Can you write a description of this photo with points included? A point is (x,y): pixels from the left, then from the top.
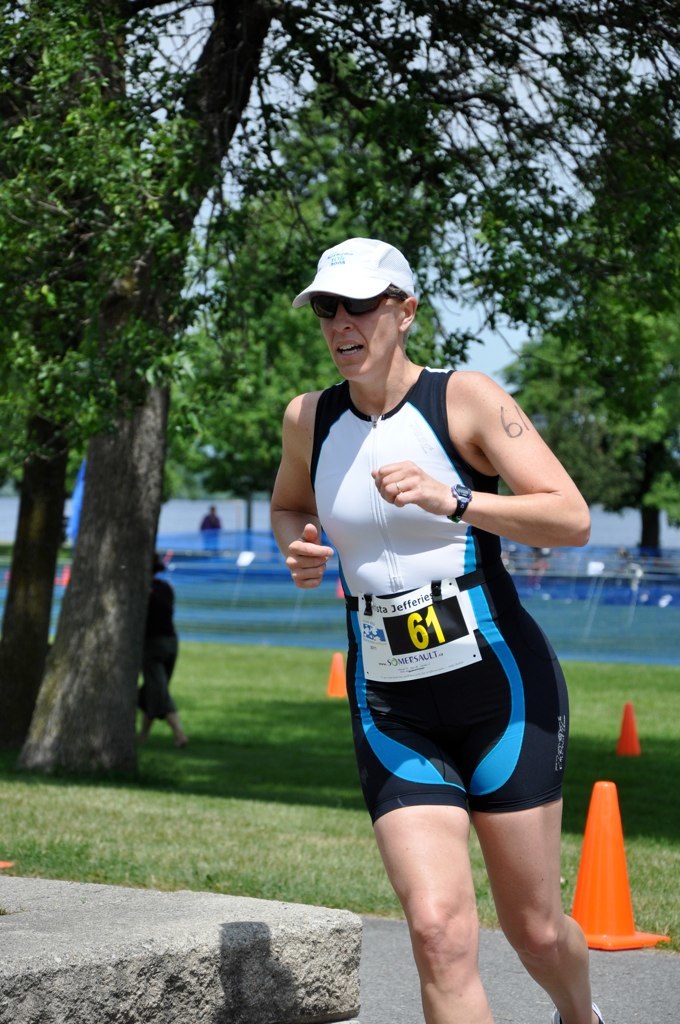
As we can see in the image in the front (351,521) there is a woman (351,521) wearing cap (347,242), goggles (334,315) and running. There is grass (247,777), traffic cone (599,823) and trees (586,225). On the top (445,309) there is sky (445,309).
